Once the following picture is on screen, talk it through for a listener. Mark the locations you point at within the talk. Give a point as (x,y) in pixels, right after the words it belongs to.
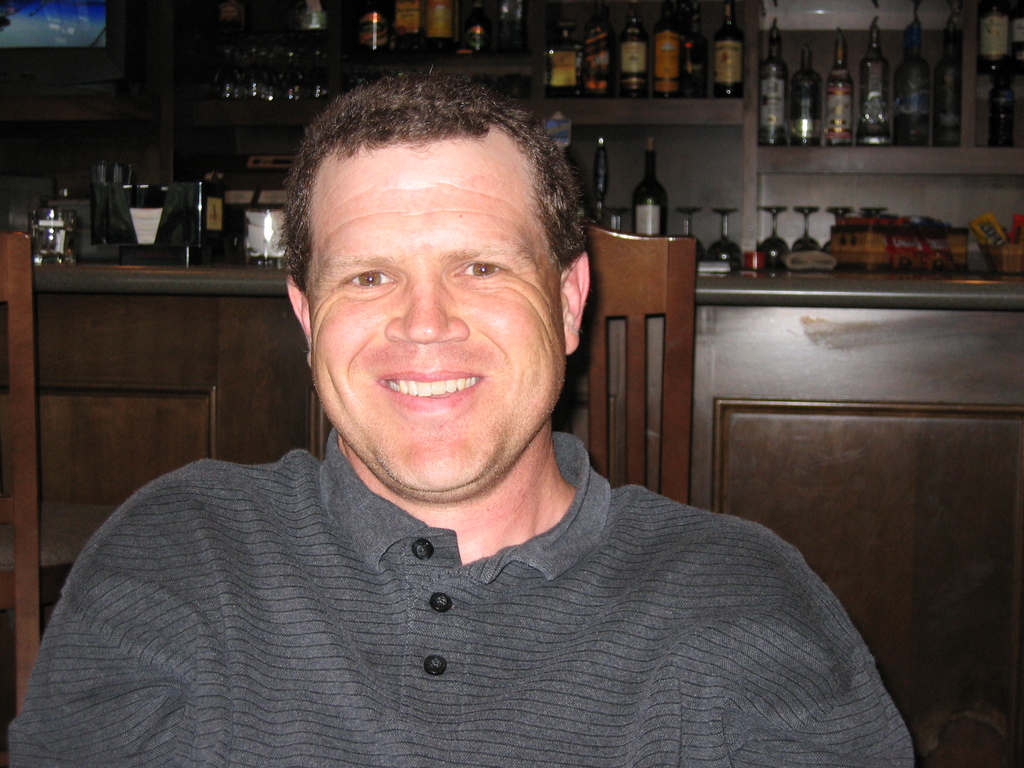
In this picture I can see a man (502,325) in front (556,619) who is wearing a t-shirt (411,638) and is sitting on a chair (655,304). In the background (286,66) I can see the bottles (501,34) and glasses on the racks (329,102).
